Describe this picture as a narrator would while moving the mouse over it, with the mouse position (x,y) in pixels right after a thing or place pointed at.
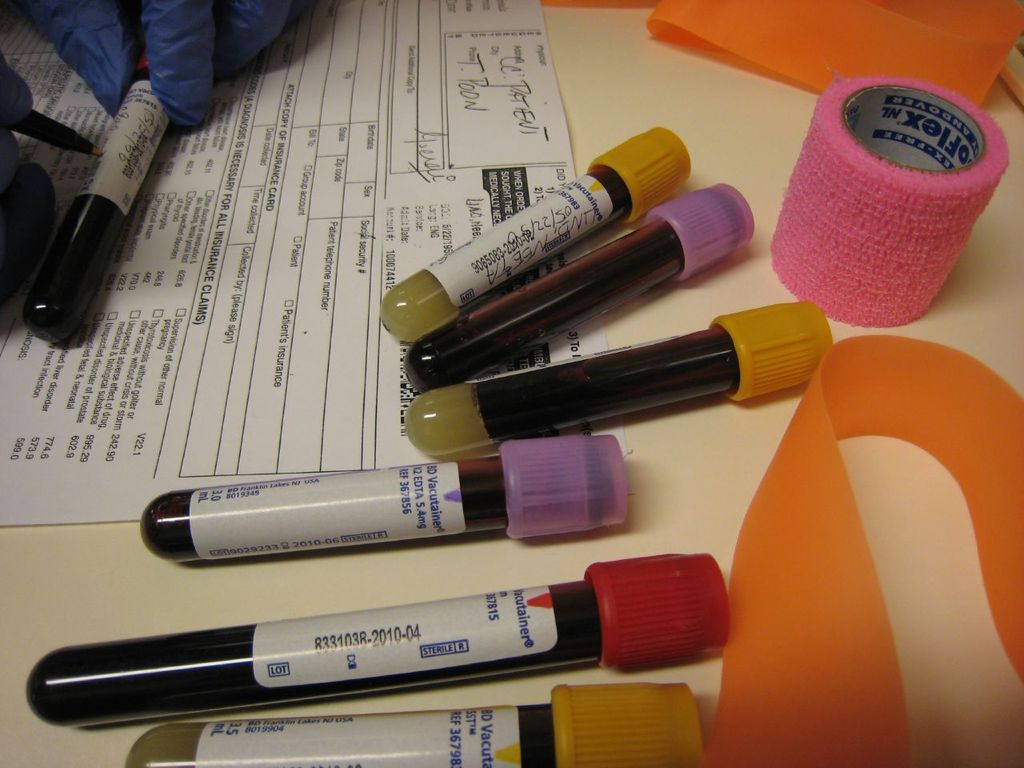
In this image we can see test tubes (127,701), objects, paper (313,7) are on a table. On the left side (238,4) at the top corner (85,142) we can see person's fingers (92,72) and a pencil (33,125).
